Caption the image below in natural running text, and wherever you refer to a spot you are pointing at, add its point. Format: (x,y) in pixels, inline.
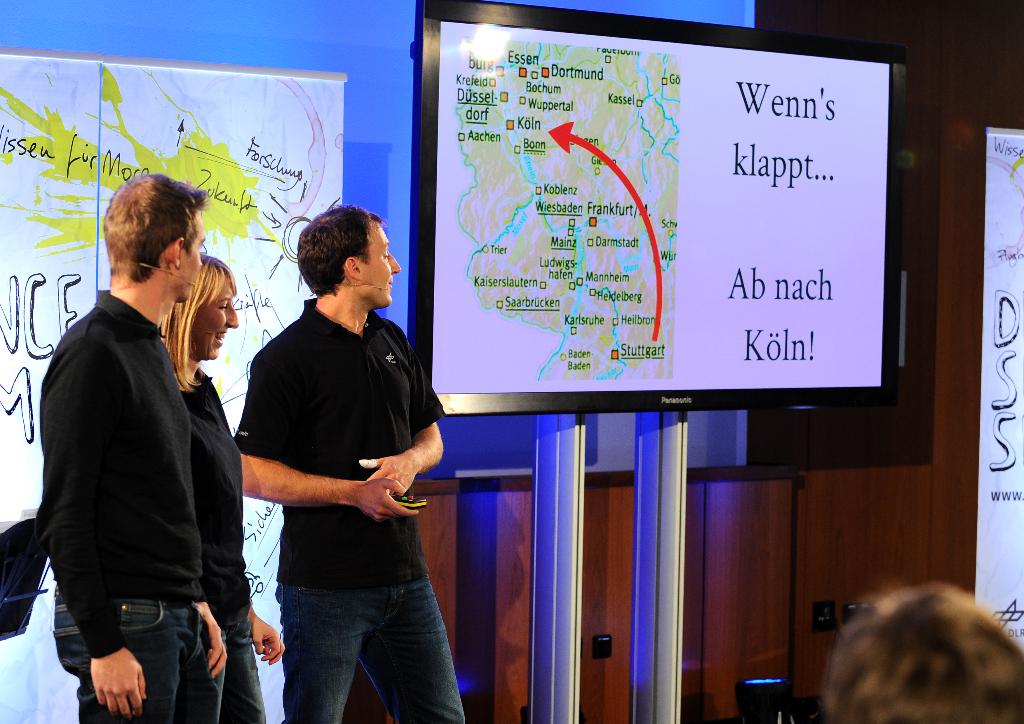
In the background (553,67) we can see the boards (12,310), screen (603,363) and it seems like the wooden wall (907,520). In this picture we can see a black object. On the left side of the picture (94,723) we can see the people (411,449) wearing black t-shirts (119,491) and standing. In the bottom right corner of the picture (965,615) person's head (891,610) is visible.
